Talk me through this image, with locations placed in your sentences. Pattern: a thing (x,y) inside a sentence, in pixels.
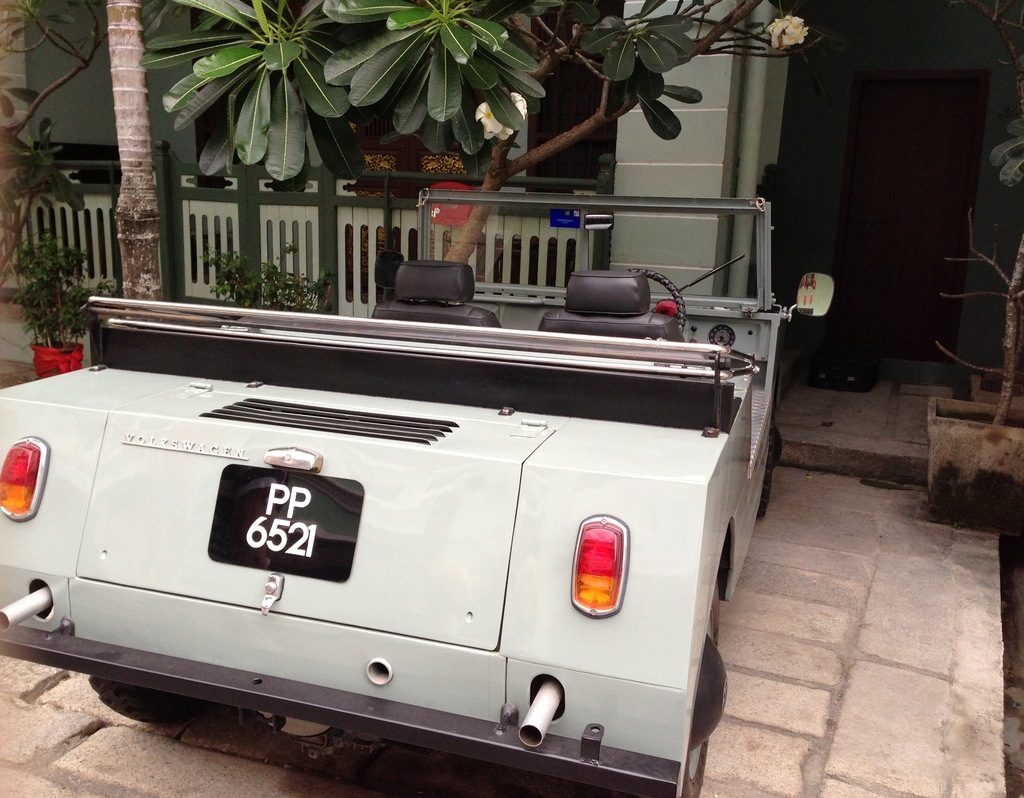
In this picture, we can see vehicle (437,514), ground (740,589), trees (134,195), plants (71,329) in a pot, pillar (638,162), and we can see the wall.
